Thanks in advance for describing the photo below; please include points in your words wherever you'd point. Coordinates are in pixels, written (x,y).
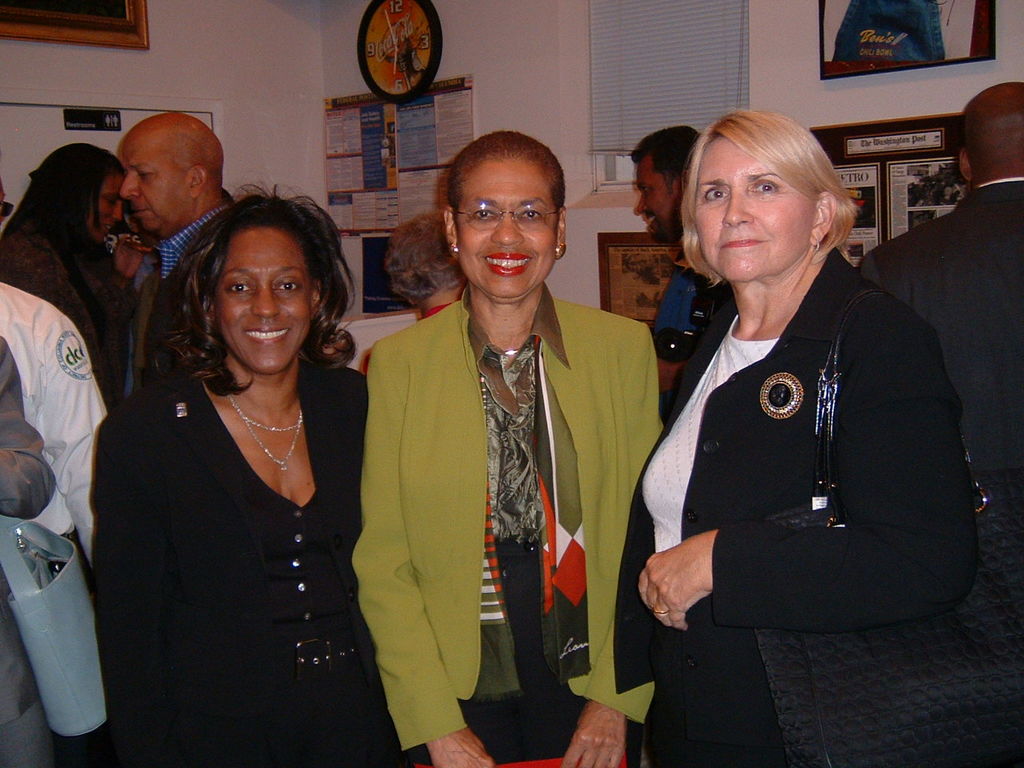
In this image I can see few people (676,434) are standing and wearing different color dresses (994,251). Back I can see the frames (859,39), clock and posters (384,108) are attached to the wall (497,81). I can see the window (729,62).
